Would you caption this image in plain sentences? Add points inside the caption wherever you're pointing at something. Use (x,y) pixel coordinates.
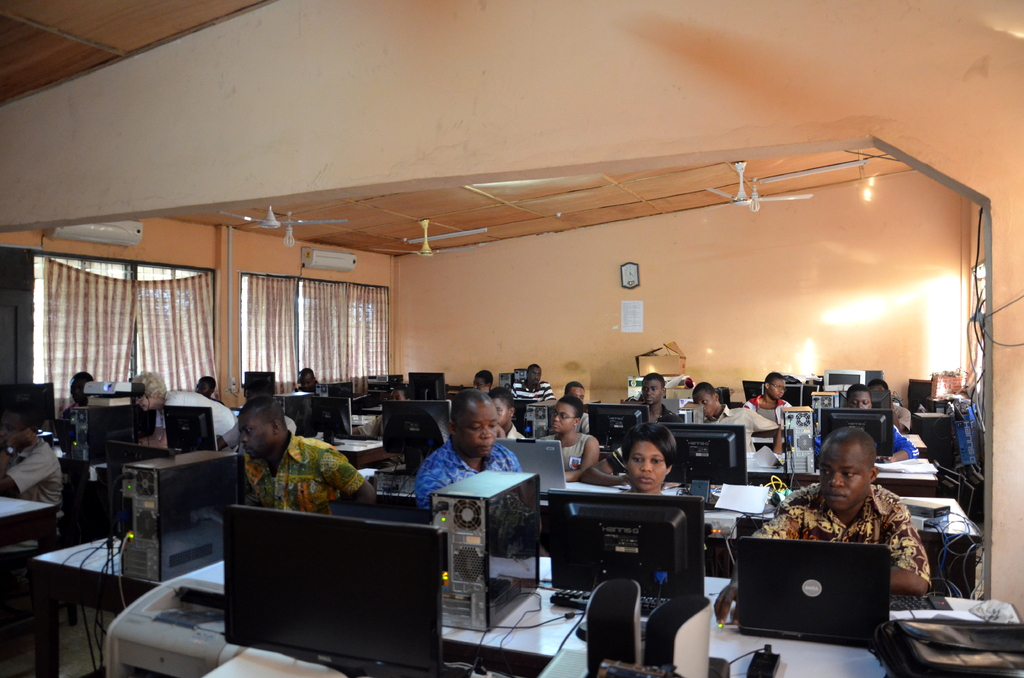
In this picture there are people (573,393) those who are sitting on the chairs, in front of computers (208,429) and there are windows (90,269) on the right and left side of the image (258,286) and there are fans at the top side of the image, there is a clock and a poster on the wall (686,350).
